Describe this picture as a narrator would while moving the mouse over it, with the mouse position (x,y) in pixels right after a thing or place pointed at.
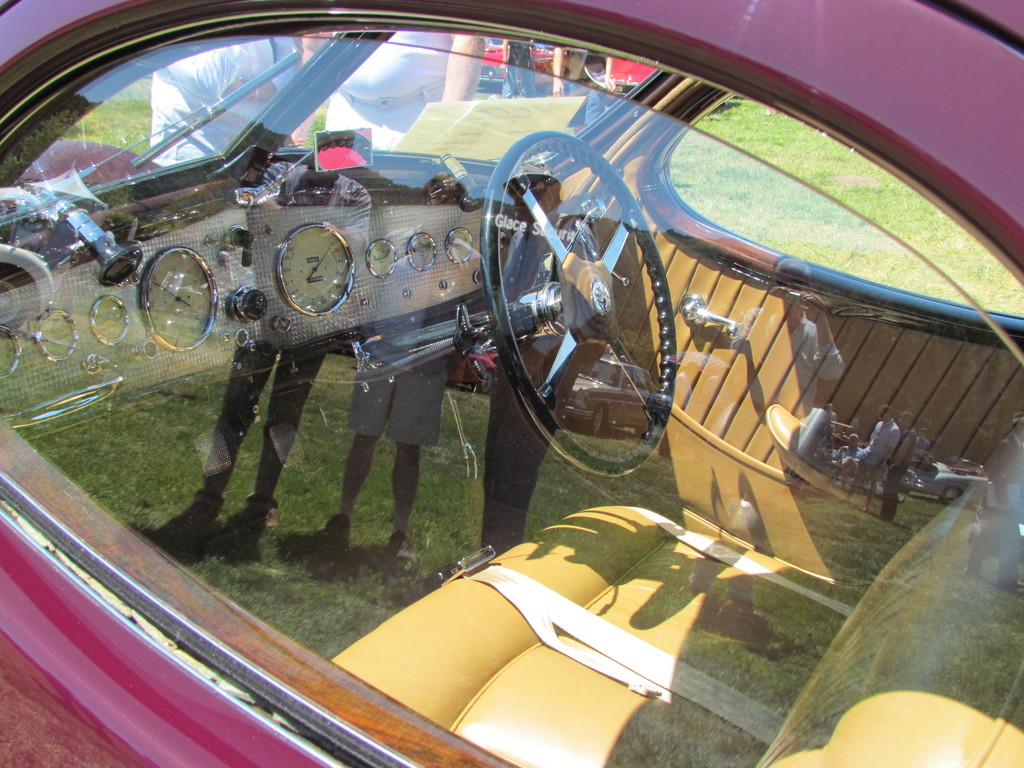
In this image I can see a car (445,196). I can also see steering (545,210) and a window (418,367), I can see a car (722,83) in maroon color.
